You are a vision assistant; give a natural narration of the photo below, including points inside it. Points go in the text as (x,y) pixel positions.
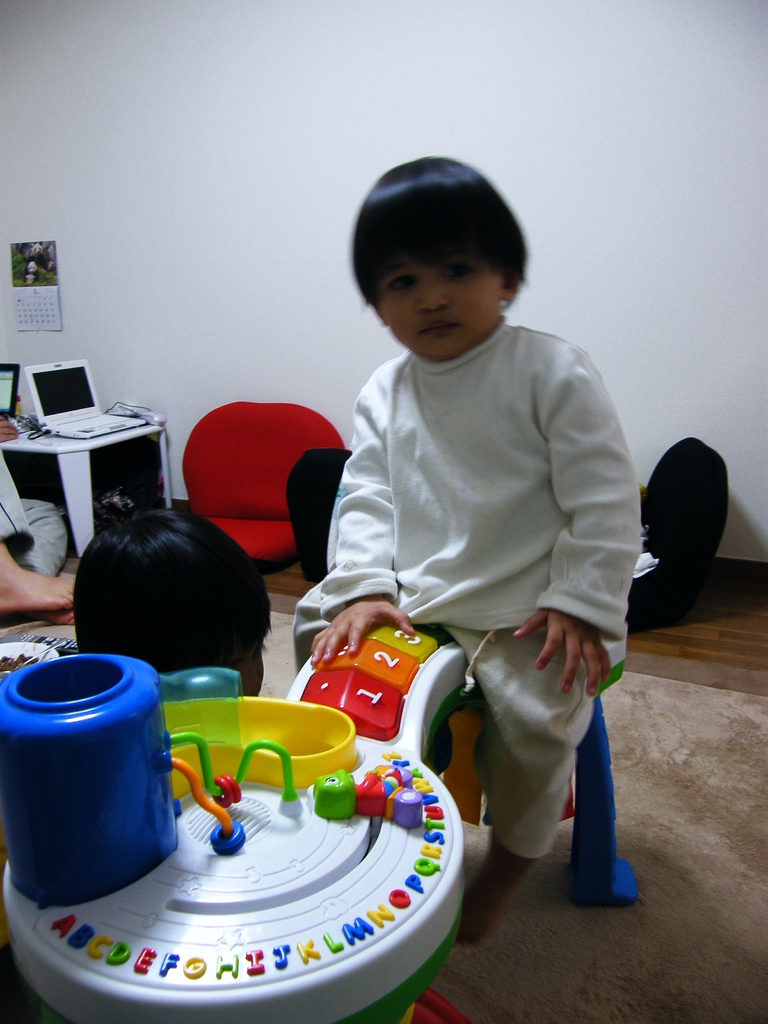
In this image I see a child (368,456) who is wearing white dress (444,496) and I see that the child (457,607) is sitting and I see colorful toys (216,752) over here and I see the floor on which there is a carpet (713,964). In the background (7,369) I see the table (99,445) on which there are 2 laptops (89,407) and I see a person (39,596) over here and I see the red color thing (265,424) over here and I see the wall (200,162) and I see that it is of white in color and I see a calendar (36,325) over here.
